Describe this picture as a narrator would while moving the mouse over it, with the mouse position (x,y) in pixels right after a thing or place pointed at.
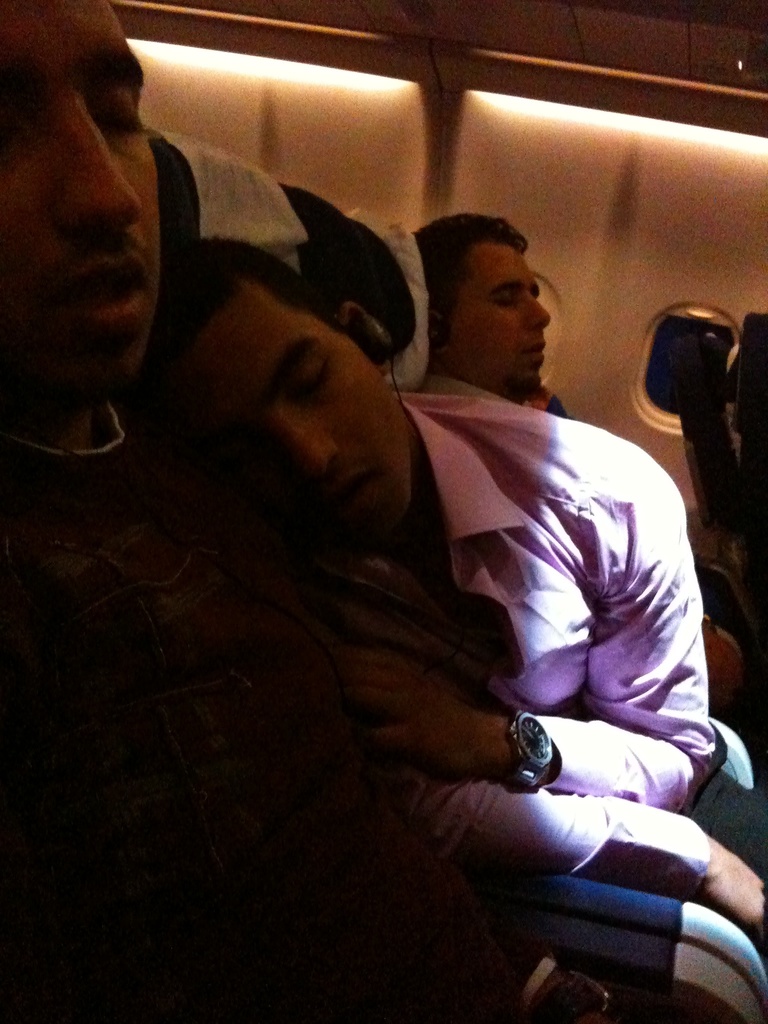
In this image, we can see people (342,334) wearing headsets (370,330) and sleeping on chairs (314,235). In the background (593,115), there is a wall (593,177).
